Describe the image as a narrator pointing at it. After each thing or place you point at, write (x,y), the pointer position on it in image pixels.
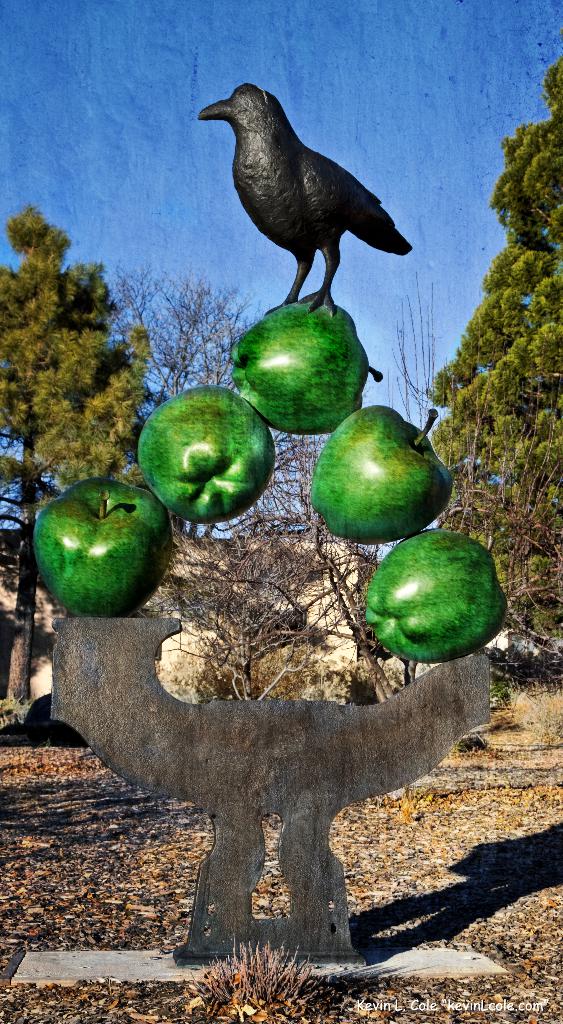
In this image I can see a sculpture (171,543) in the front (114,738). In the background (280,505) I can see few trees (101,439), a building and the sky (104,47).
